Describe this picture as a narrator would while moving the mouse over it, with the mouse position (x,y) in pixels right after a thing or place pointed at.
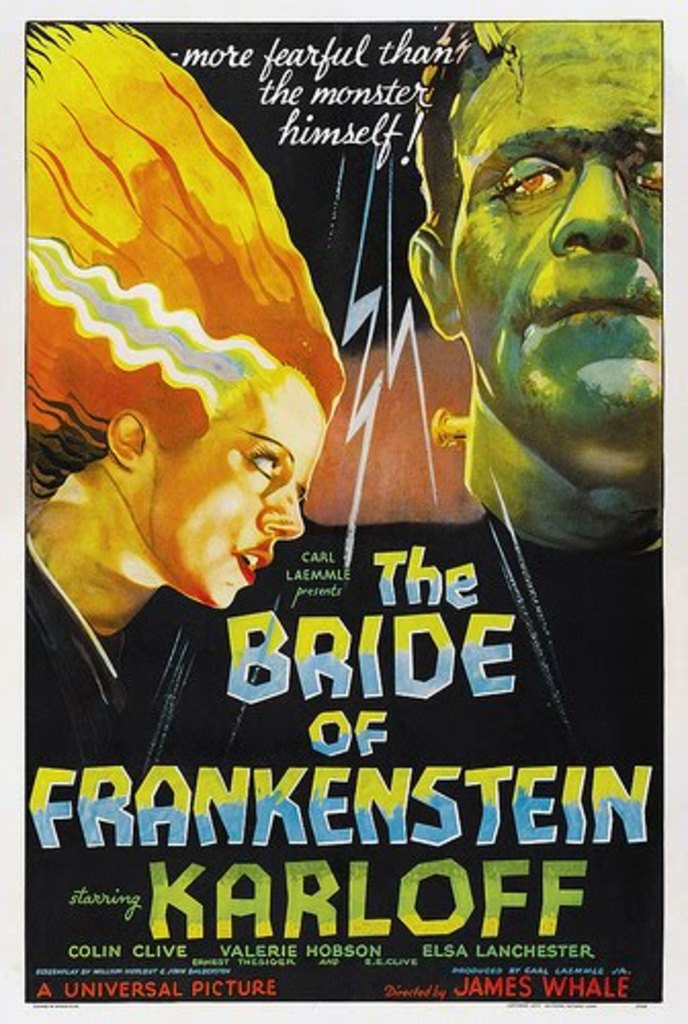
Here in this picture we can see a poster (647,822) present, on which we can see animated pictures (556,327) of a man (494,251) and a woman (206,441) and we can see some text (299,659) written on it.
